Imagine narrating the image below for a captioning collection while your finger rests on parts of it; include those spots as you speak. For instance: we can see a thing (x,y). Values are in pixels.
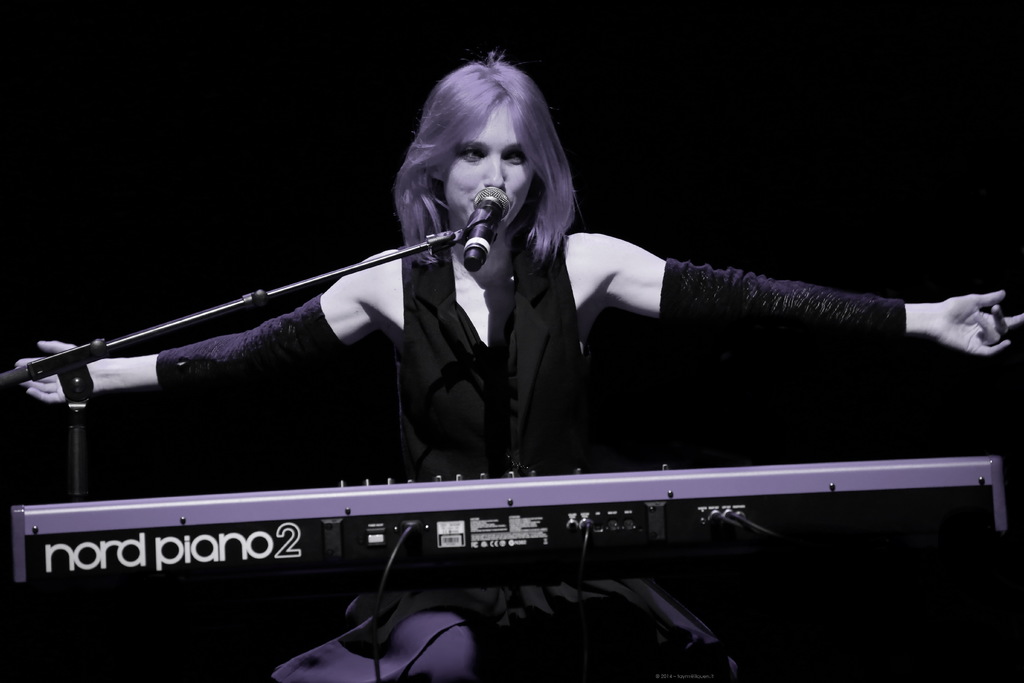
In this image there is a piano (452,531) with some text (286,542) written on it and there is a stand (83,357) and on the stand (106,348) there is a mic (465,258) and in the center (496,276) there is a woman (501,295) sitting and singing.
